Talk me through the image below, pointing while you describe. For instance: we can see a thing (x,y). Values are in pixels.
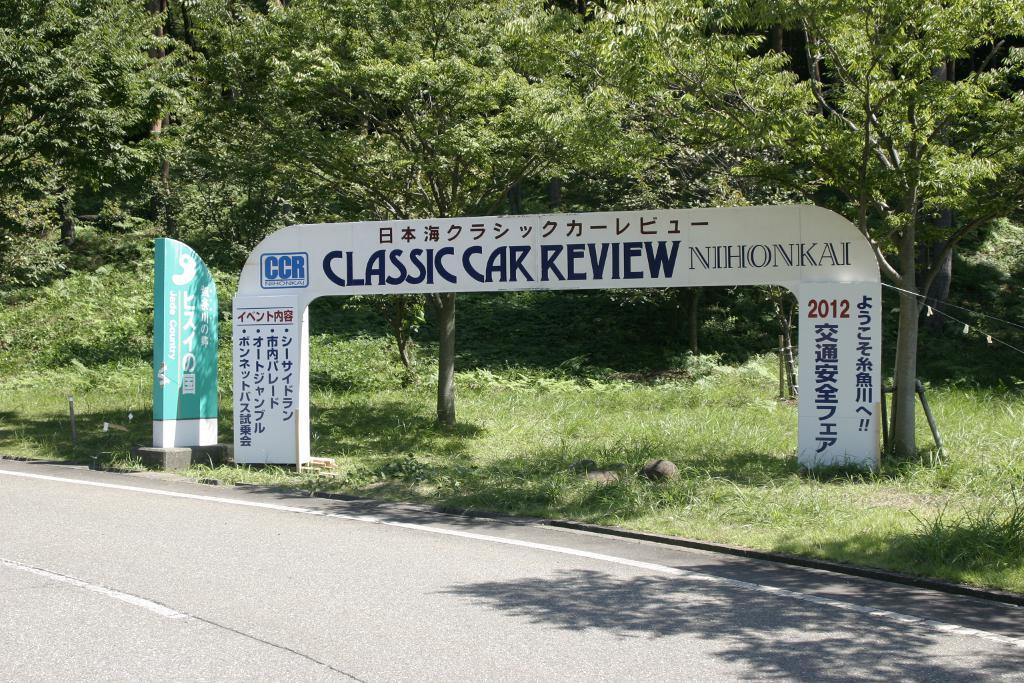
In this image I can see the road (268,574). To the side of the road (280,577) I can see the boards (322,283) and many trees (344,150).
